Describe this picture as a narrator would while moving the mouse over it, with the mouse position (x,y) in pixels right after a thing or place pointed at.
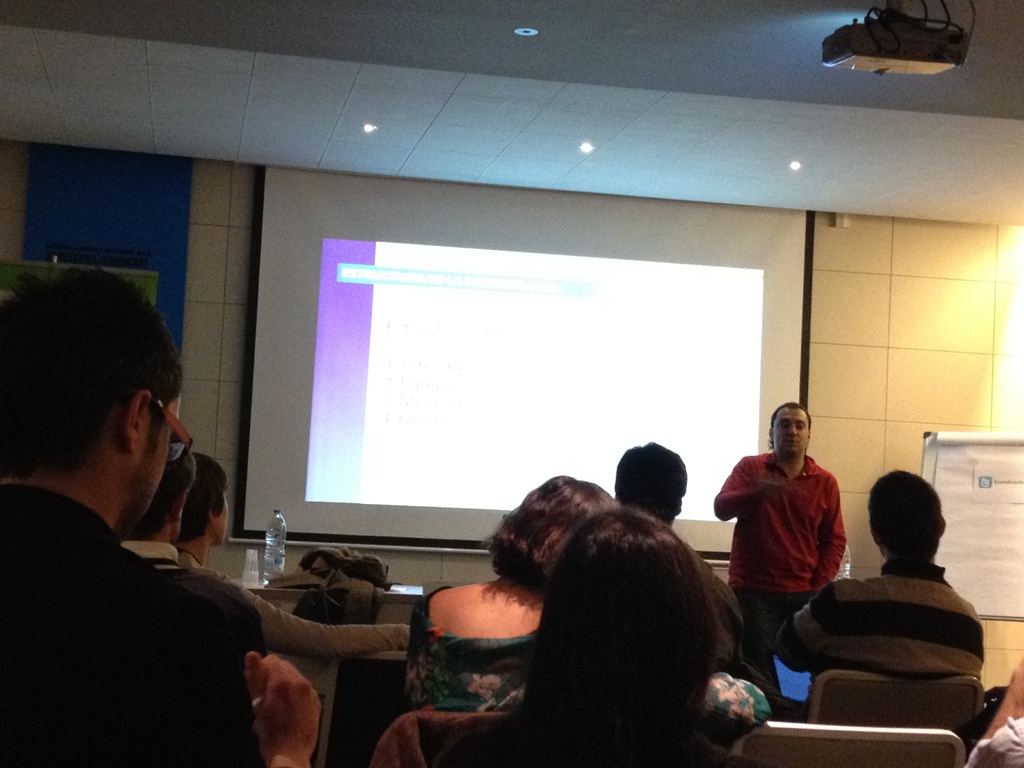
In the background (654,308) we can see the screen (596,300) and the wall (1017,340). In this picture we can see the ceiling (482,59), lights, projector device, objects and board (1009,574). On paper (1002,469) we can see information (1005,483). On a table (279,595) we can see a jacket (331,574), bottle (277,559), glasses (254,553). We can see the people (656,629) sitting on the chairs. On the right side of the picture (732,588) we can see a man (802,435) is standing.
